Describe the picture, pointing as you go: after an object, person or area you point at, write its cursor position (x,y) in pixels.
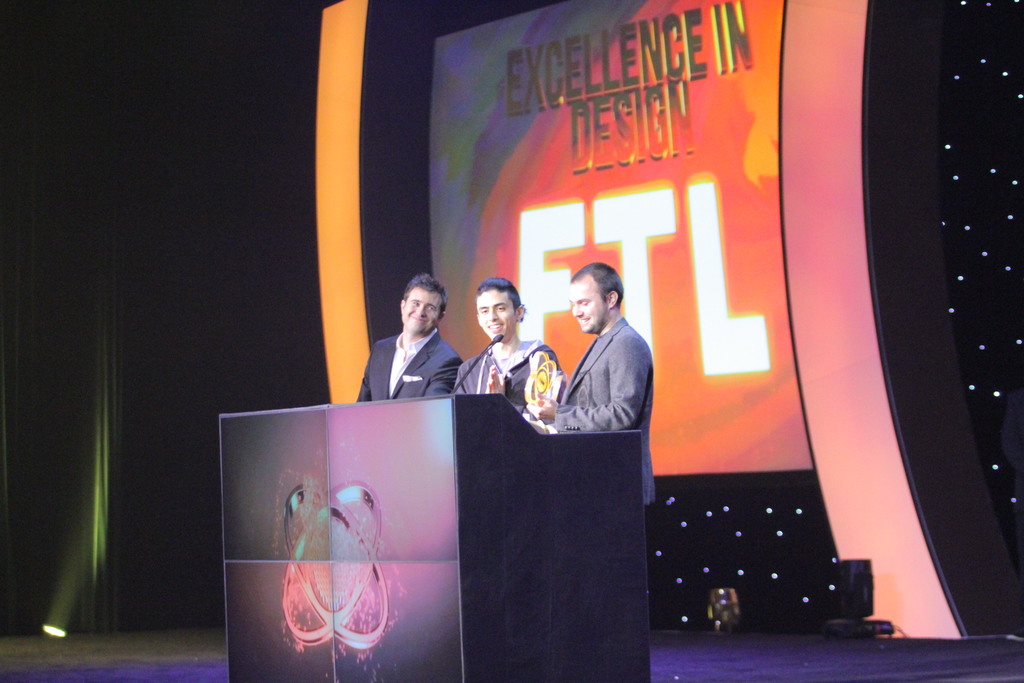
In this picture there is a stage (1005,649). In the center of the picture (498,352) there is a podium (436,453) and there are three men (404,341) standing. In the background (708,16) there is a screen (694,140). On the left (146,213) it is dark and there is a focus light (59,624). On the right (976,221) there are small lights (1010,215).
